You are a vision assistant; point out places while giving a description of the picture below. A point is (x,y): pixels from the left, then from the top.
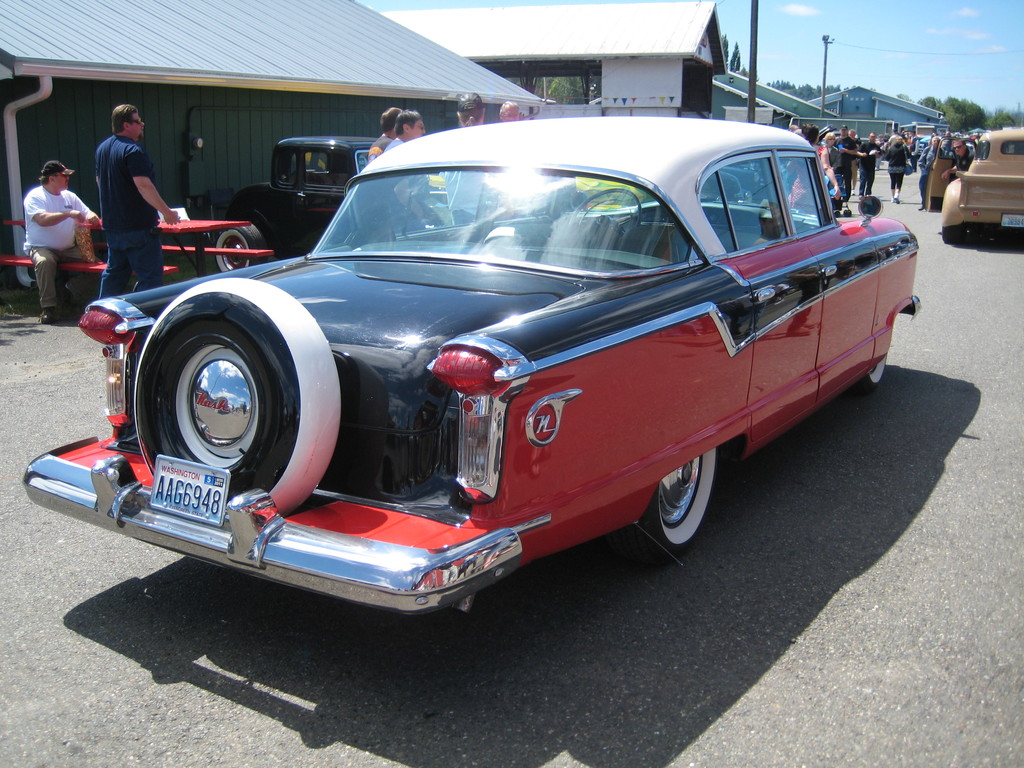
In this image I see few vehicles (525,393) and near these vehicles (519,298) I can see number of people (139,166) are standing. On the left side of the image (77,204) I can see one man (80,216) is sitting. I can also see few buildings (556,109), two poles (752,64) and number of trees (997,115). On the top right side of the image (814,71) I can see clouds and the sky (911,80).
